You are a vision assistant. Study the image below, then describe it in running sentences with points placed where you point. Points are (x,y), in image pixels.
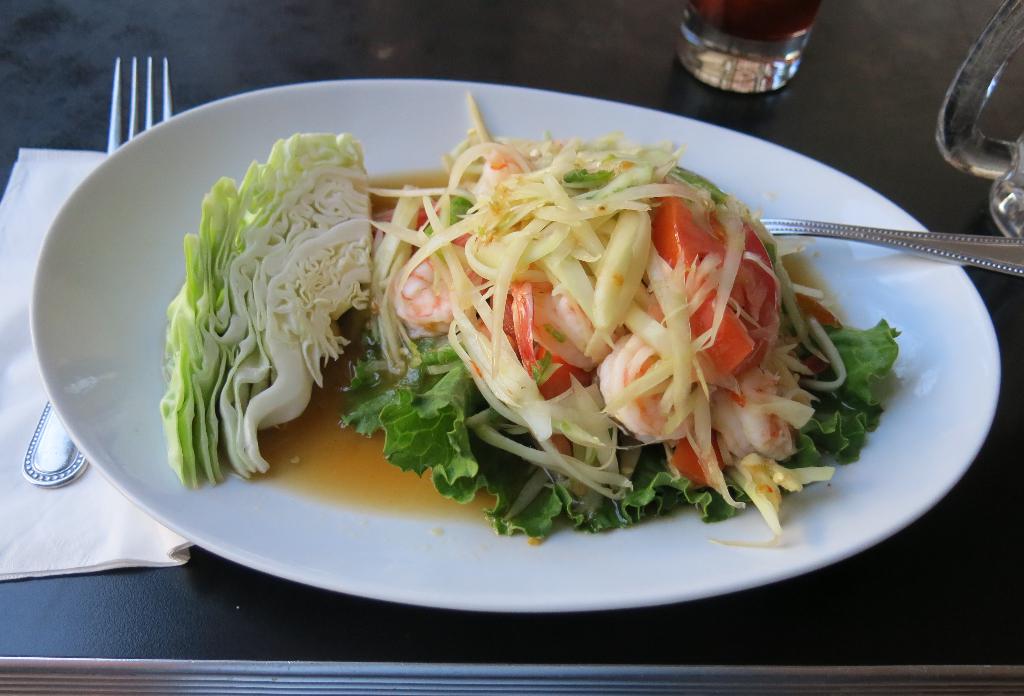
In the image there is some vegetable salad (183,330) served on a plate (128,151), beside the plate (234,117) there is a glass (788,50), fork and the plate (125,206) is kept on a table (491,649).
